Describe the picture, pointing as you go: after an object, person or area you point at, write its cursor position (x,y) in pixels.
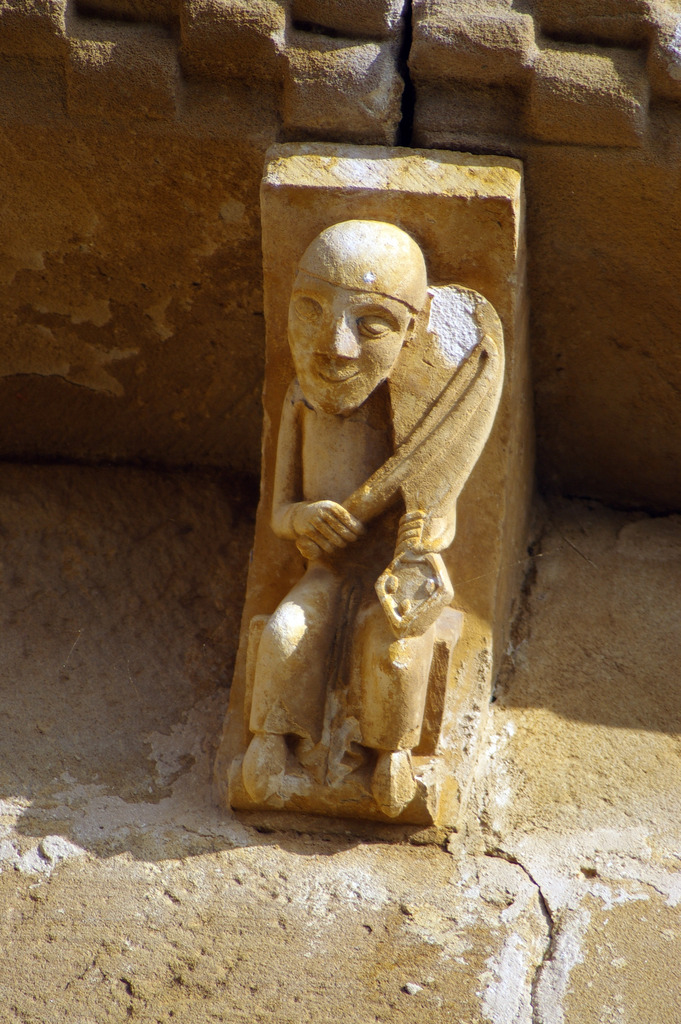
In this image I can see the stone carving (319,607) of the person (317,660) which is in brown color. In the background (169,250) I can see a big rock (198,201).
